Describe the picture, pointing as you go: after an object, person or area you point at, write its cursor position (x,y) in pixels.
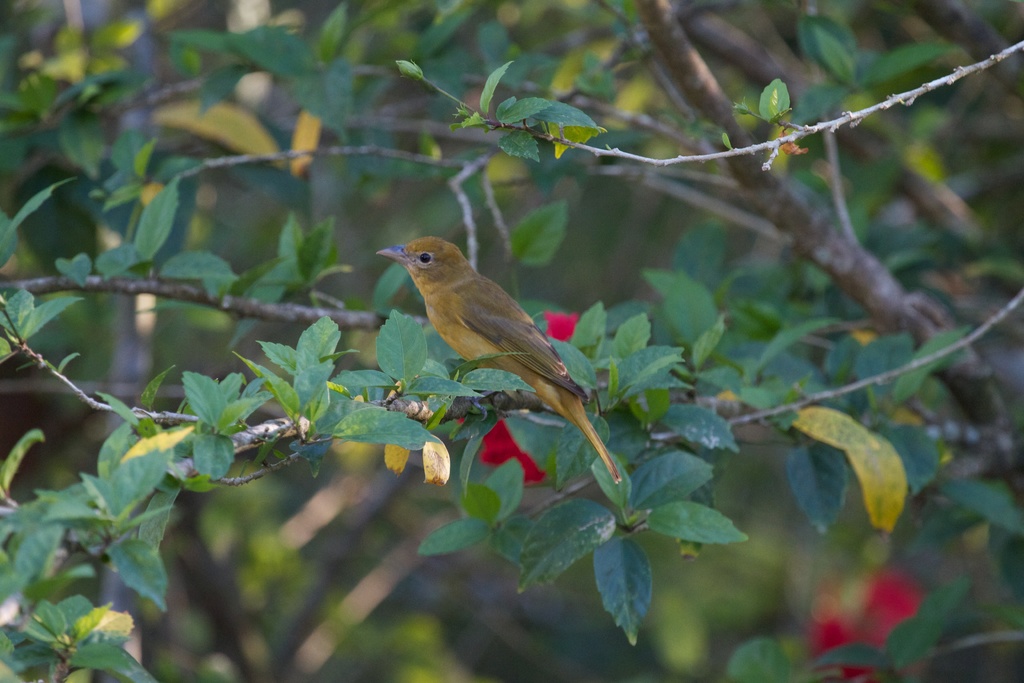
In the center of the image (421,357) we can see branches (421,405) with leaves (335,337). On one of the branches (465,413), we can see one bird (568,393). In the background (507,247), we can see it is blurred.
